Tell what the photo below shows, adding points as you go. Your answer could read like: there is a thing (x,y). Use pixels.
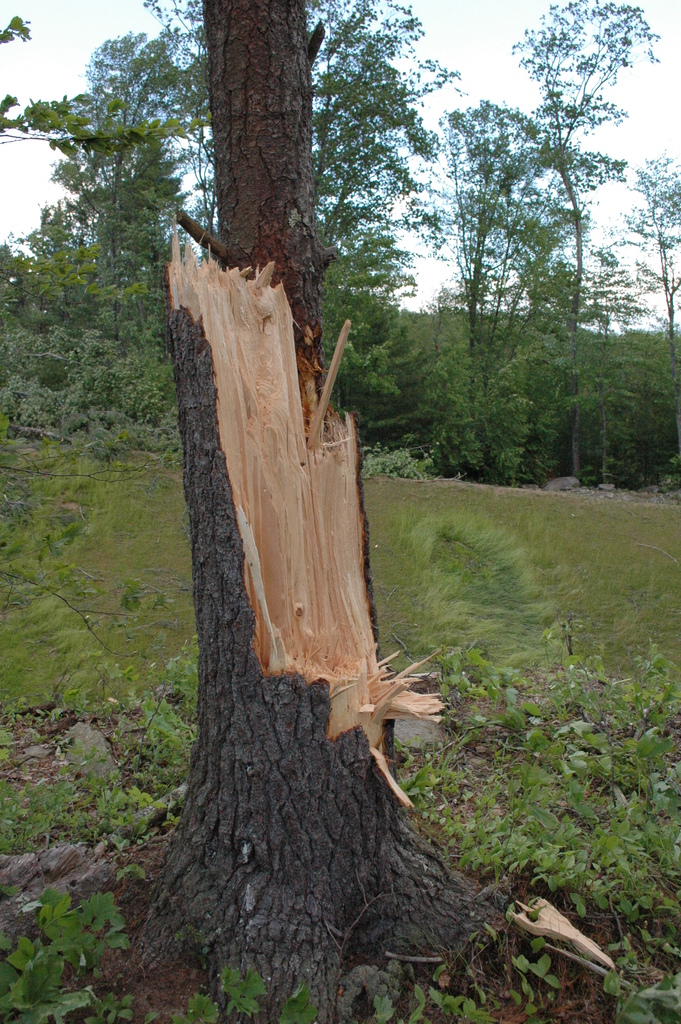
This image is clicked outside. In the front (307,809), there is a tree (329,729). At the bottom (13,825), there are small plants (163,732). In the background (598,448), there are trees (504,456). At the top (83,24), there is sky (45,72).
